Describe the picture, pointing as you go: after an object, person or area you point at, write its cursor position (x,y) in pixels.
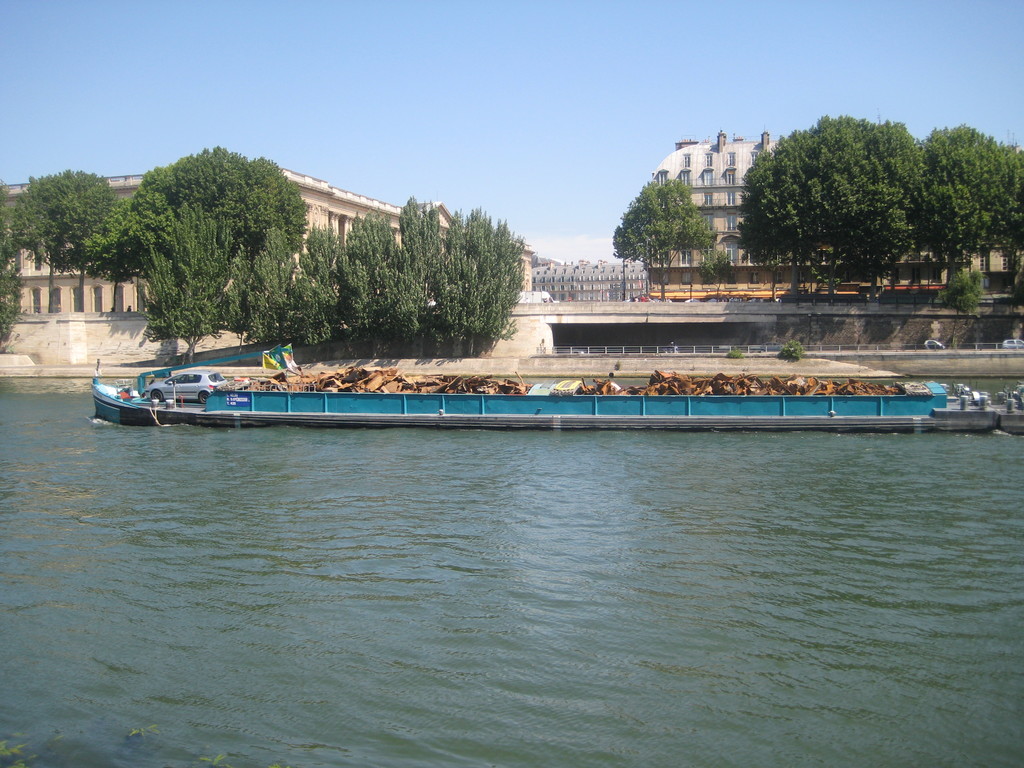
At the bottom of the image (525,552) there is water (516,526) and we can see a car (186,395). In the background (179,260) there are trees (290,293), buildings (338,231) and sky (459,120).
